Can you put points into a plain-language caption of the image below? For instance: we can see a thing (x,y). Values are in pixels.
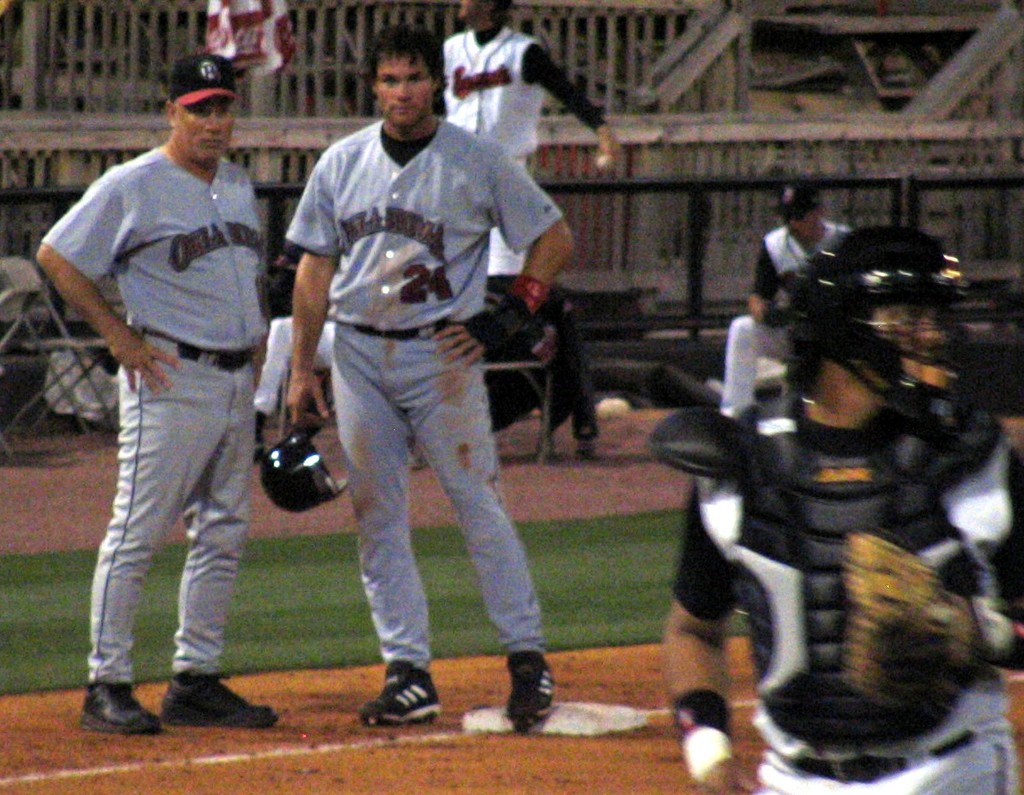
In this picture I can see two persons (185,336) standing, a person (370,494) holding a helmet (292,442), and there are group of people (551,354), a chair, iron rods (551,193) and some other items (570,25).
